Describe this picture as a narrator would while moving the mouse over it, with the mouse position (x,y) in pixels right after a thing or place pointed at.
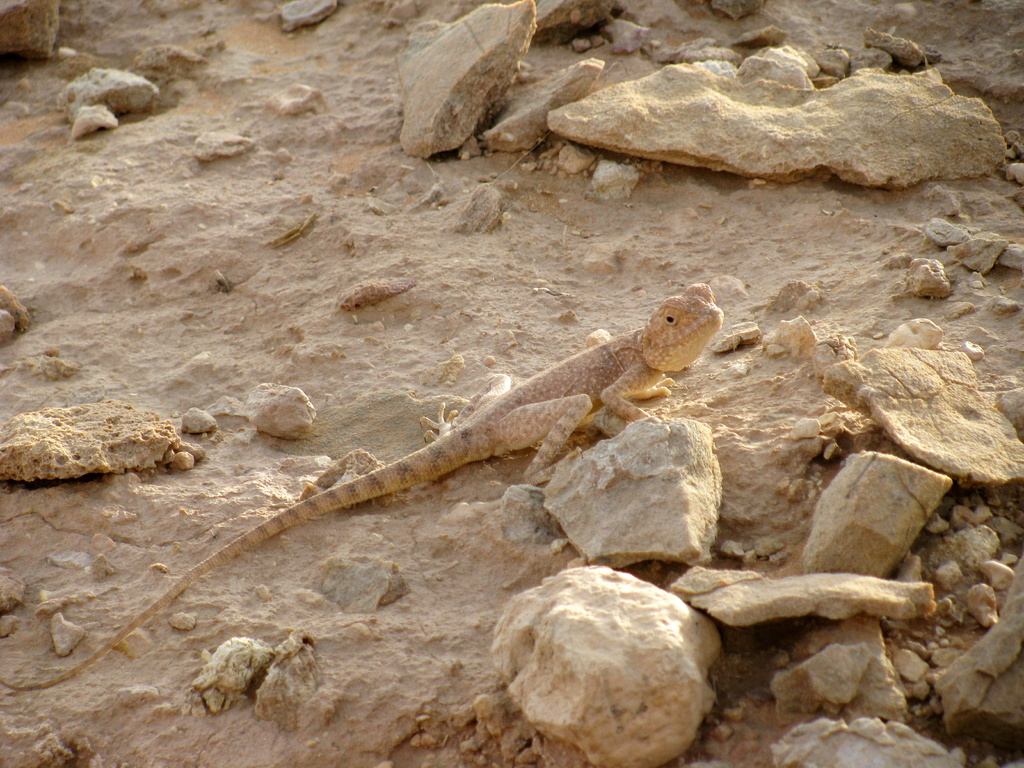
In this image we can see a lizard (443,418) on the surface (407,527). We can also see some stones (763,550).
